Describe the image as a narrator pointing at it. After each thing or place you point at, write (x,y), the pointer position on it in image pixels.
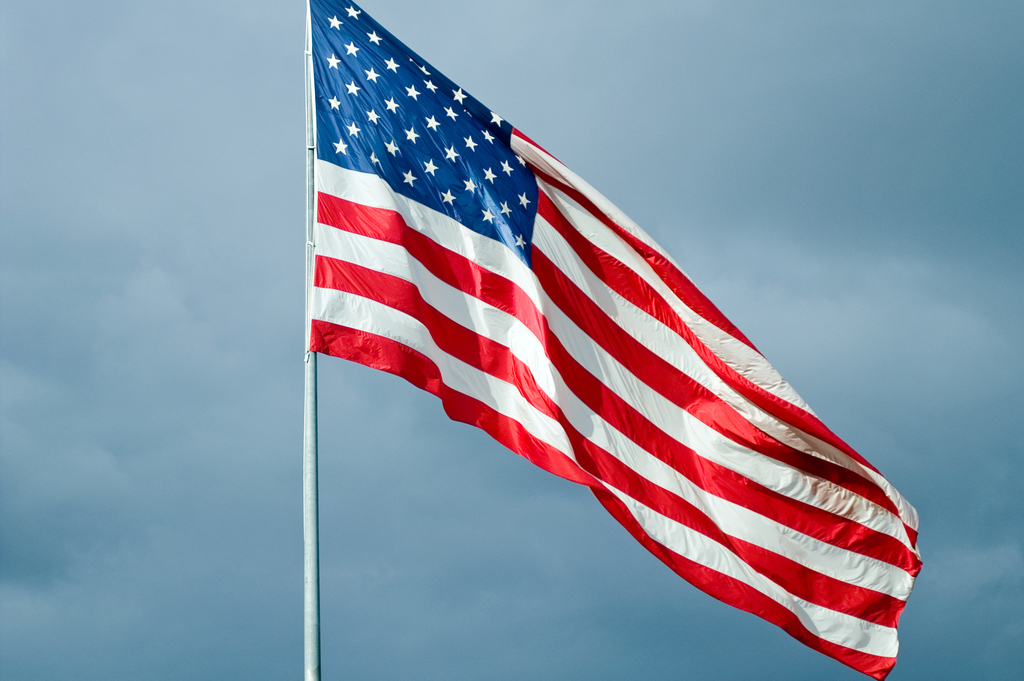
In this image, we can see a pole (315,628) with flag (560,317). Background (27,640) we can see the cloudy sky (374,444).
